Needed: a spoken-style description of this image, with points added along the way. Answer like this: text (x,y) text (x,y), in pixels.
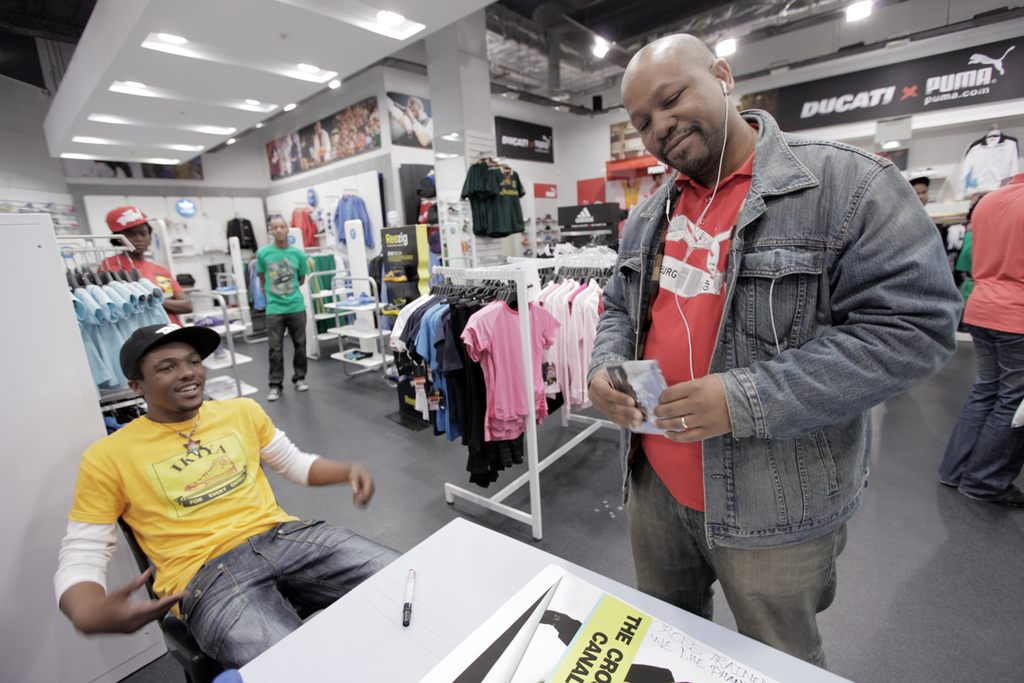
It is a clothing store (490,524) and there is a collection of different brands of clothes (431,371) and in the front (458,552) there is a table (348,601) and a person (306,547) is sitting on the chair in front of the table (515,582), beside him there is a man (712,417) Standing and there are few other people (988,349) behind the man (717,420) in the store (443,210).
